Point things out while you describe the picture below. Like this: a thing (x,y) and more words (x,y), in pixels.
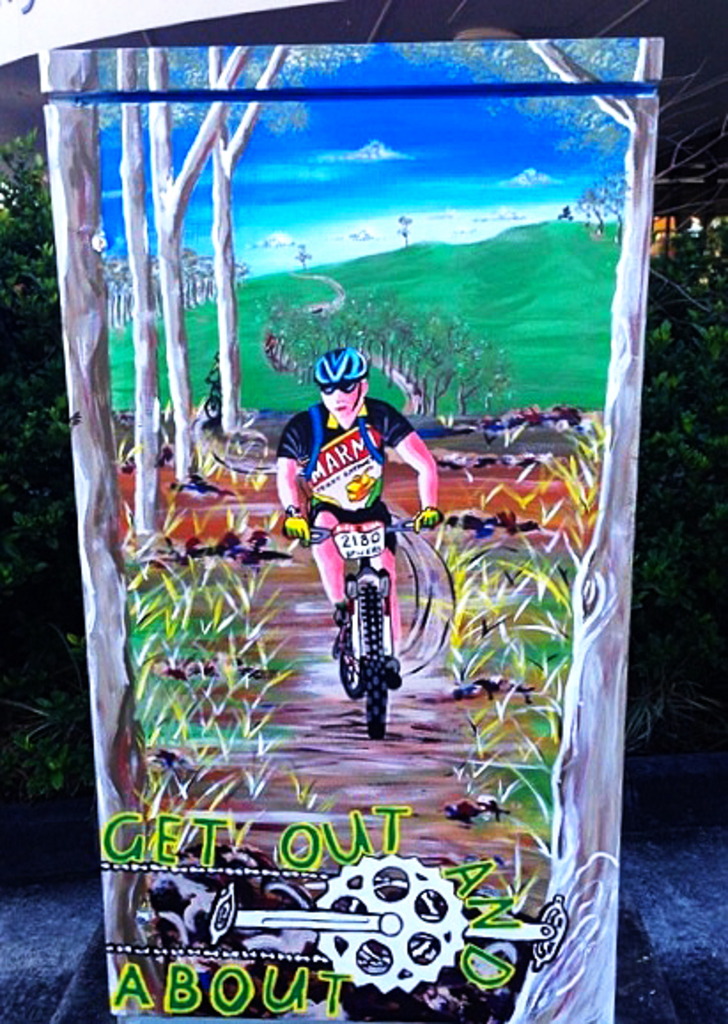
In this given picture, I can see a diagram (615,530) which is drawn by someone else and there is a person (430,472), Who is riding a cycle (386,608) behind the picture, I can see few trees (18,434) and road (680,909).
